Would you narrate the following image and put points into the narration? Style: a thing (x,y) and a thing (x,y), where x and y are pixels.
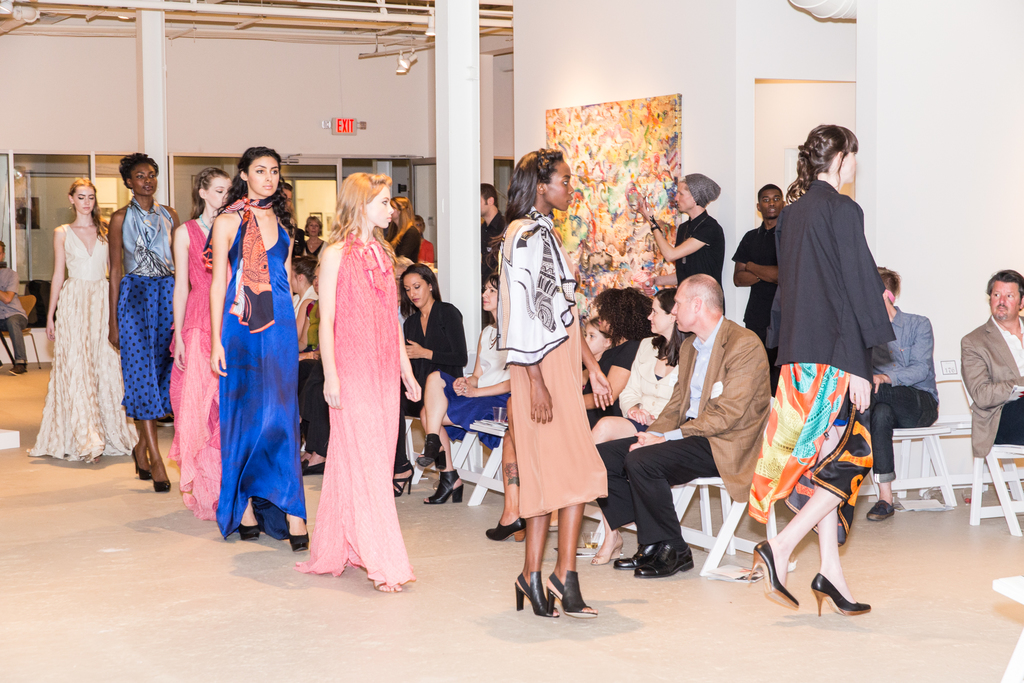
In this image I can see the girls (67,362) are doing catwalk and they wear heels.
